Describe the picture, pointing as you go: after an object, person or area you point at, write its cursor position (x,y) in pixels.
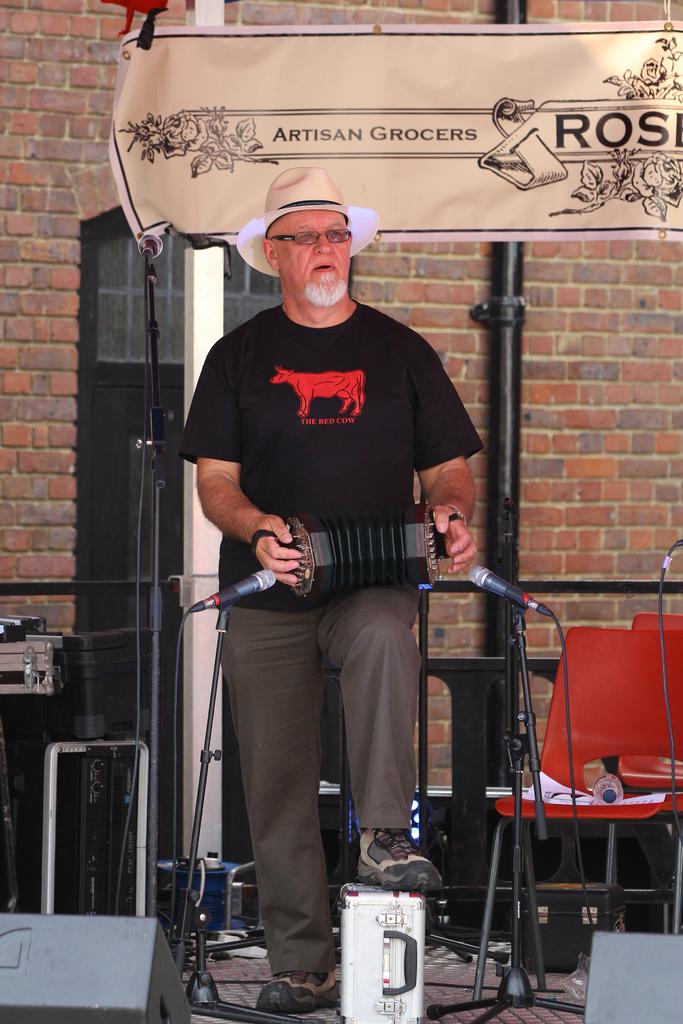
In this image I can see a man (261,464) is standing and I can see he is holding a musical instrument (383,522). I can also see a briefcase (398,898) under his leg (373,877). I can see he is wearing a black colour t shirt (292,463), pant (301,703), shoes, a specs (335,238) and a hat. In the front of him I can see two mics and other stuffs (51,972). In the background (613,674) I can see few chairs (596,722), a bottle (606,791), few papers (657,796), a board (212,202), the wall (535,273) and on the board (136,169) I can see something is written. I can also see few other stuffs (111,583) in the background (30,679).
